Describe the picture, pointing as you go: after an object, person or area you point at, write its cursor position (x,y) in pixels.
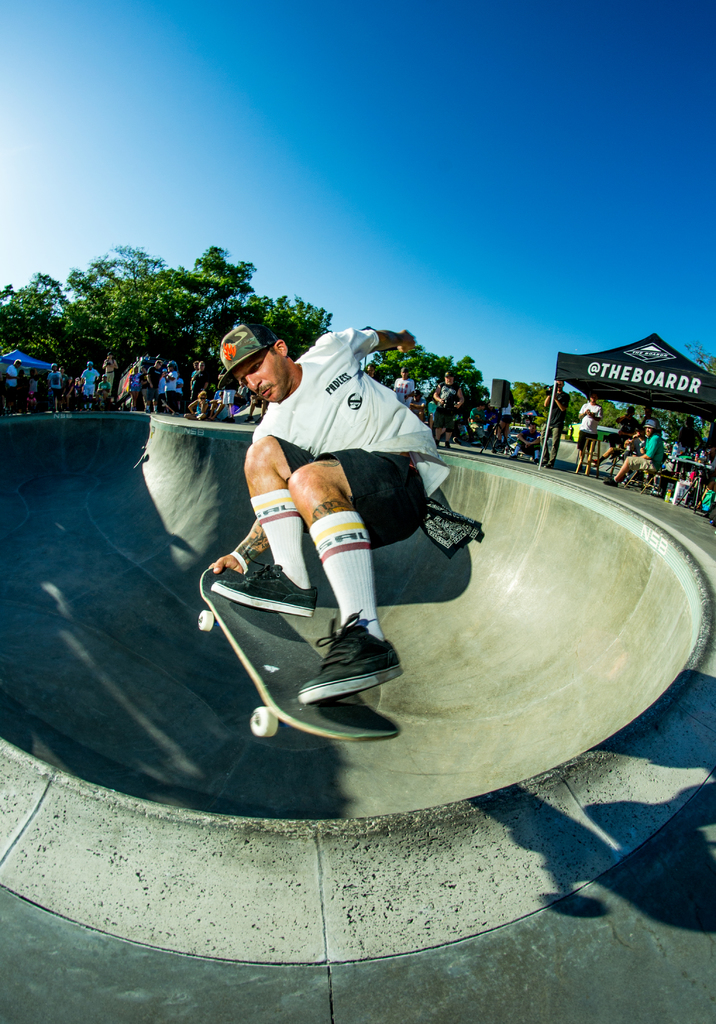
In this picture we can see a man (330,693) on the skateboard (345,705). Few people (534,430) and trees (670,438) are visible in the background (480,417). There is a tent (626,396) on the right side (574,383). Sky (548,170) is blue in color.
